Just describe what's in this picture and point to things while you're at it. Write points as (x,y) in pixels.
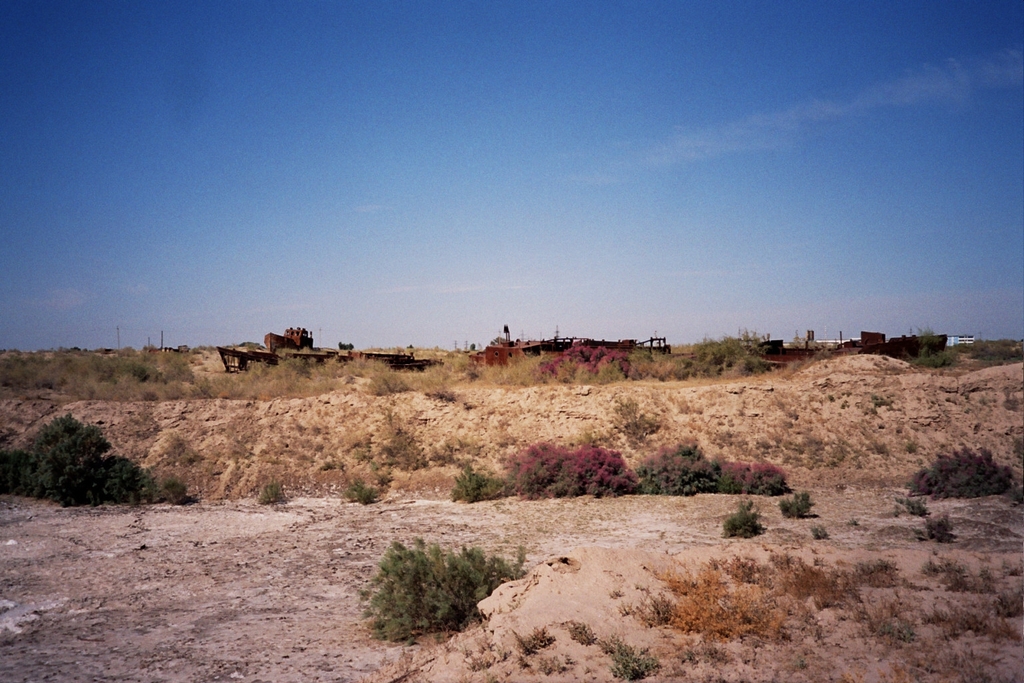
In this image, I can see the bushes (616,457). At the center of the image (506,338), these look like the unclear objects (249,360). I can see the sky (637,172).
